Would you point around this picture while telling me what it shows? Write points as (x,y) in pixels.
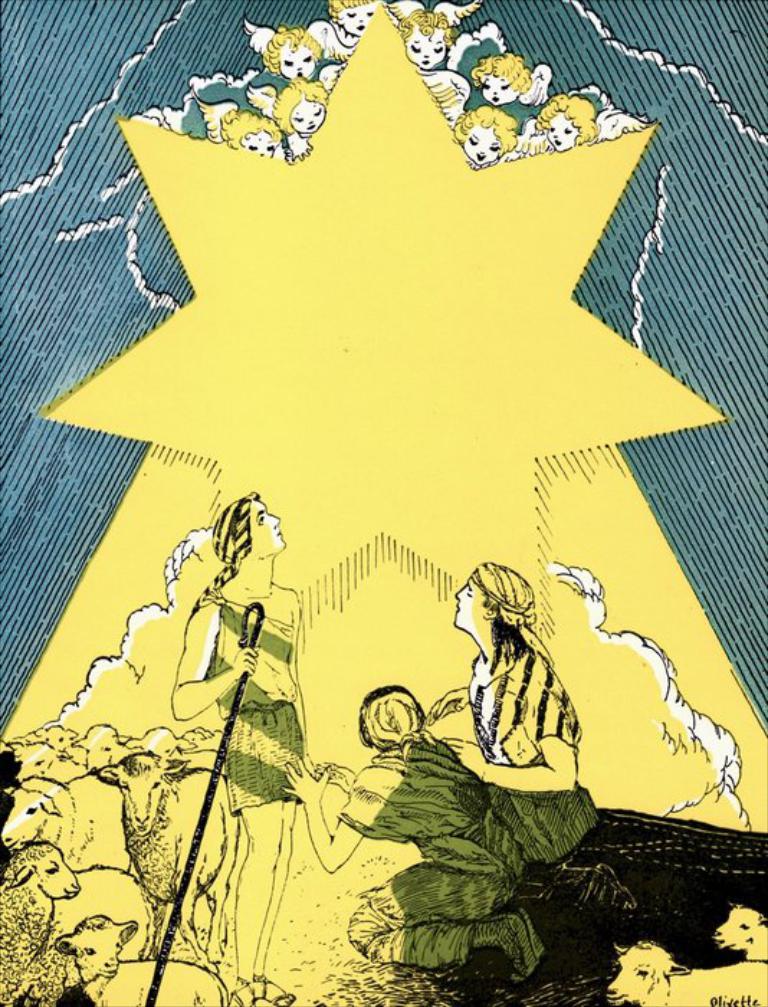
In this picture we can see poster (274,664), in this poster (388,231) we can see people (533,605) and animals (160,779).
